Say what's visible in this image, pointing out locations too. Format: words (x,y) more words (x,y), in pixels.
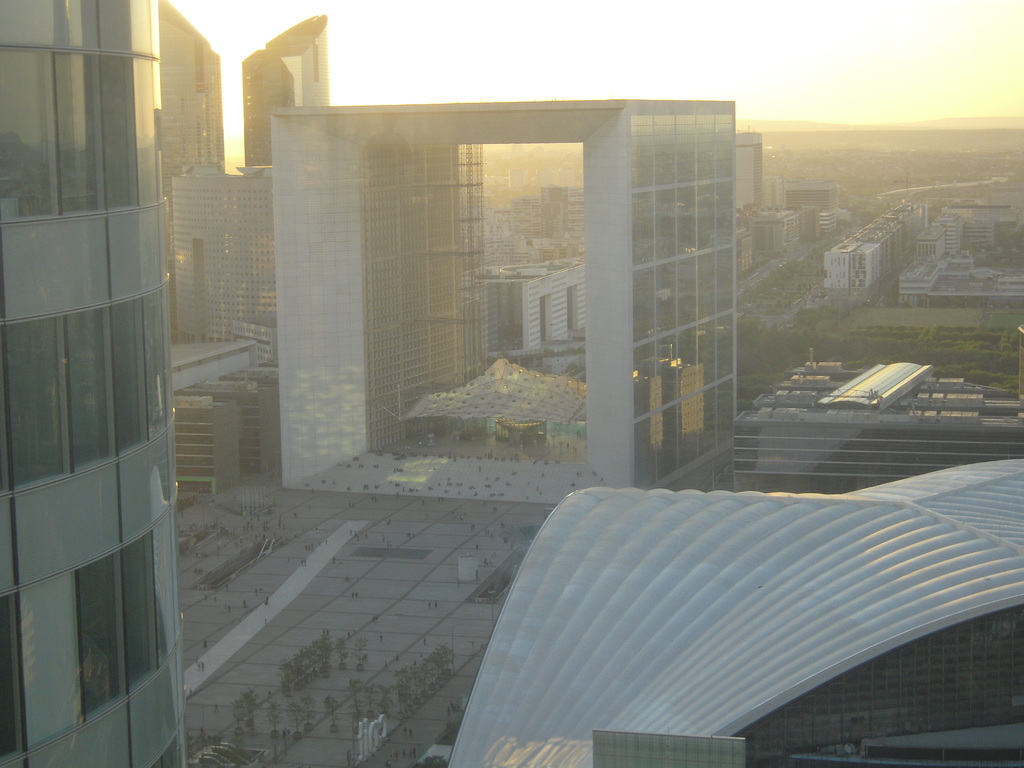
This image is clicked from the terrace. There are many buildings (536,121) in this image. At the bottom (322,661), we can see plants (437,683) and many people (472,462) walking on the ground (427,456). At the top (688,48), there is a sky (690,25). On the left (269,91), there are skyscrapers (269,115).
